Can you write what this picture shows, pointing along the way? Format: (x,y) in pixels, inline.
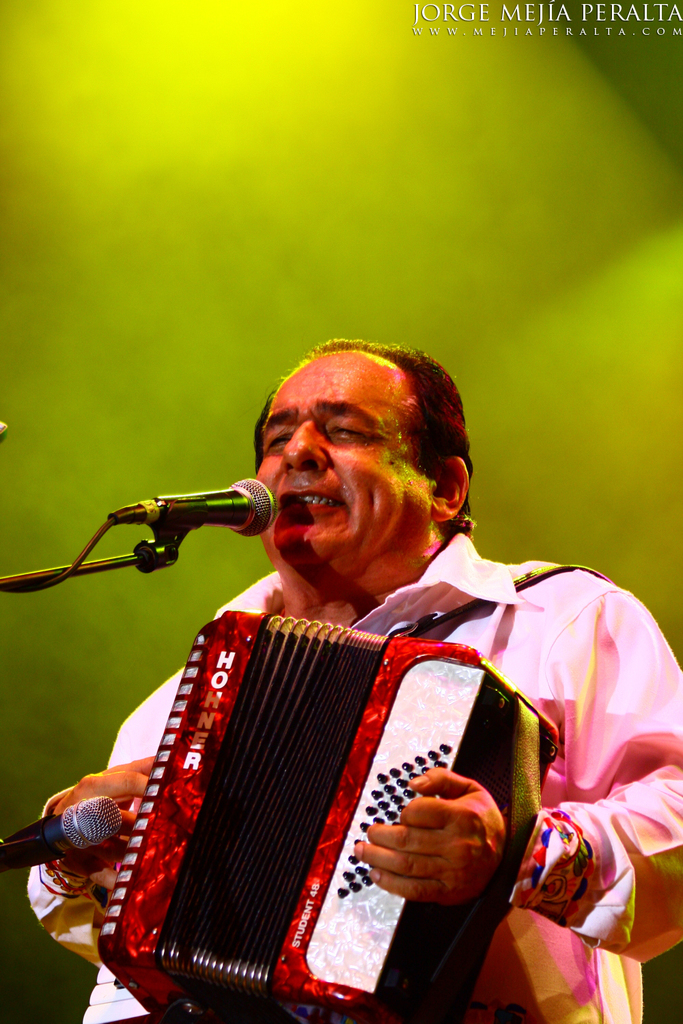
In this image we can see a man (528,912) holding the musical instrument (356,761) and standing in front of the mics (84,822). The background (122,473) is in green color. In the top right corner (499,31) we can see the text (609,7).
